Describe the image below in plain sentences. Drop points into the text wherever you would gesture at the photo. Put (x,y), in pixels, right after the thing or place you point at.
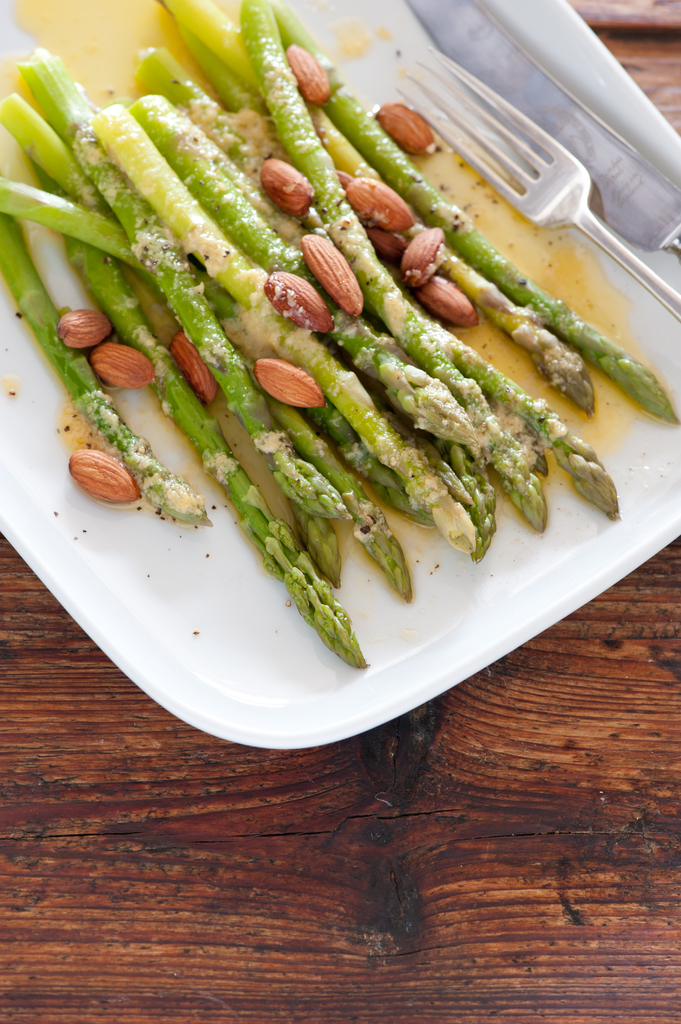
In this image there is a fork (546,202), knife (651,236) and a food item (414,373) in a plate (307,691) which was placed on the wooden table (333,870).
